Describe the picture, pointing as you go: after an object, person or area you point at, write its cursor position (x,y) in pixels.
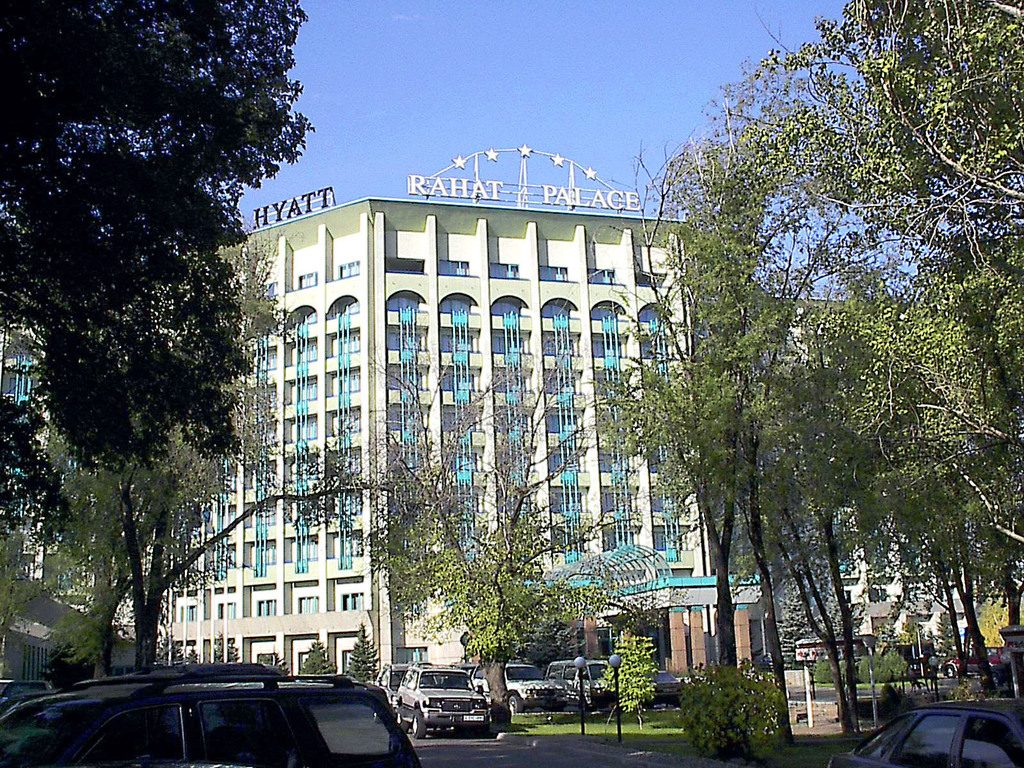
In this image there are cars (313,708) on the road (525,762). There are street lights (579,691), plants (732,693), trees (502,696). In the background of the image (506,347) there are buildings (499,301) and sky (417,61).
